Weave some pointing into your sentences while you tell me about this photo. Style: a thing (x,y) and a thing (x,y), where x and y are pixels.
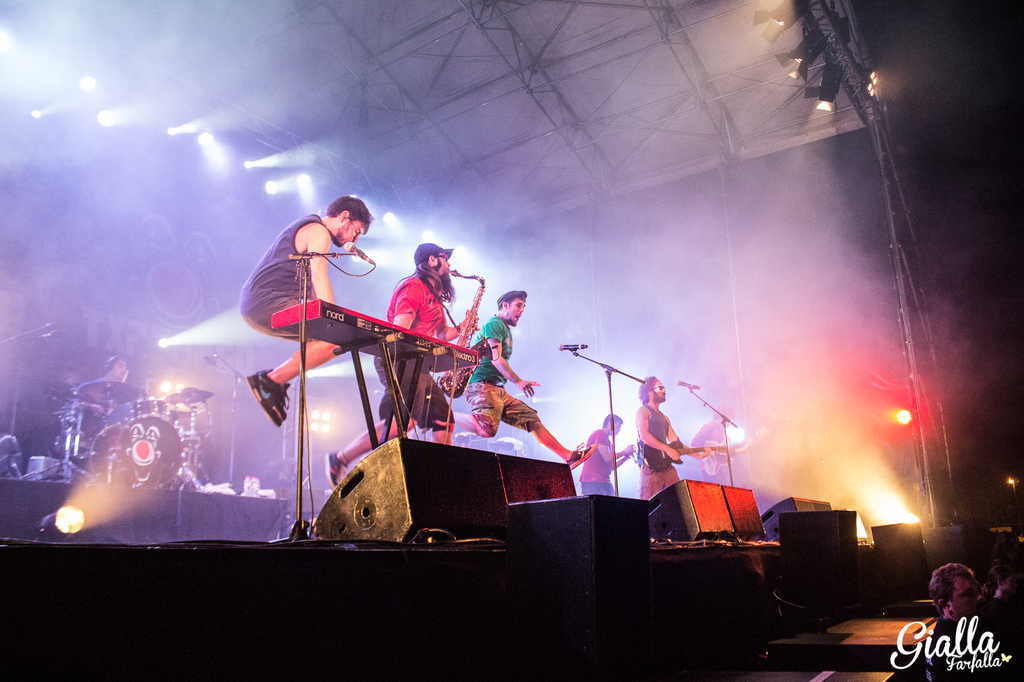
in the pictures there are persons (299,250) with a musical instruments (477,303) and microphones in front of them.
